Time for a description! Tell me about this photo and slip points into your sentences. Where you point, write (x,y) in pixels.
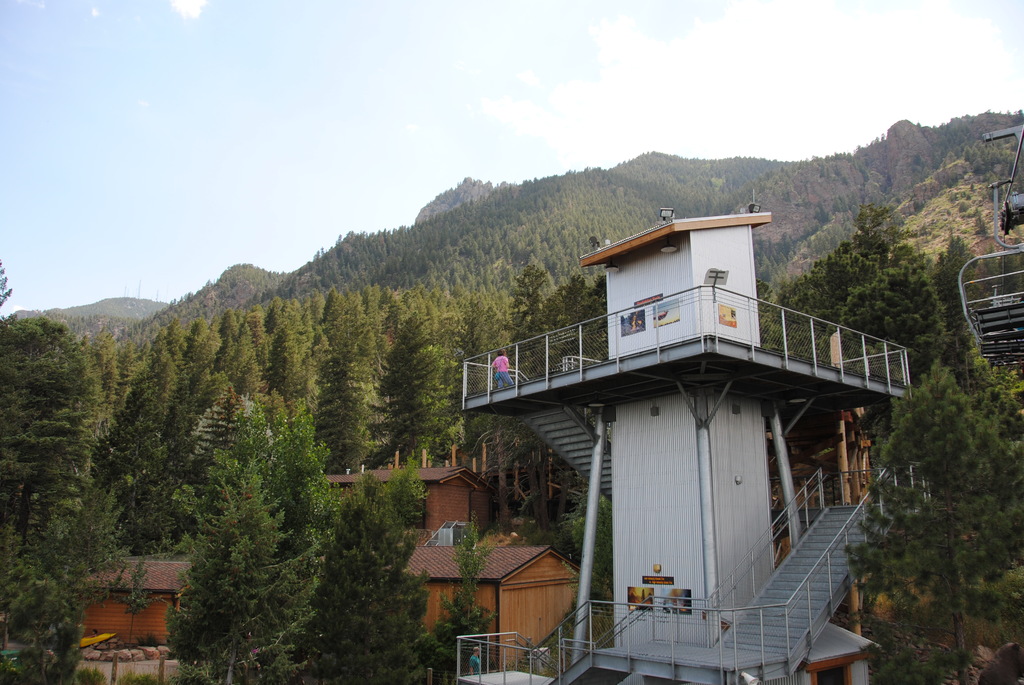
In the picture I can see buildings (675,448), trees (468,426), a person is standing on the tower (470,389) and some other objects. In the background (425,146) I can see the sky (321,154) and hills (115,306).
